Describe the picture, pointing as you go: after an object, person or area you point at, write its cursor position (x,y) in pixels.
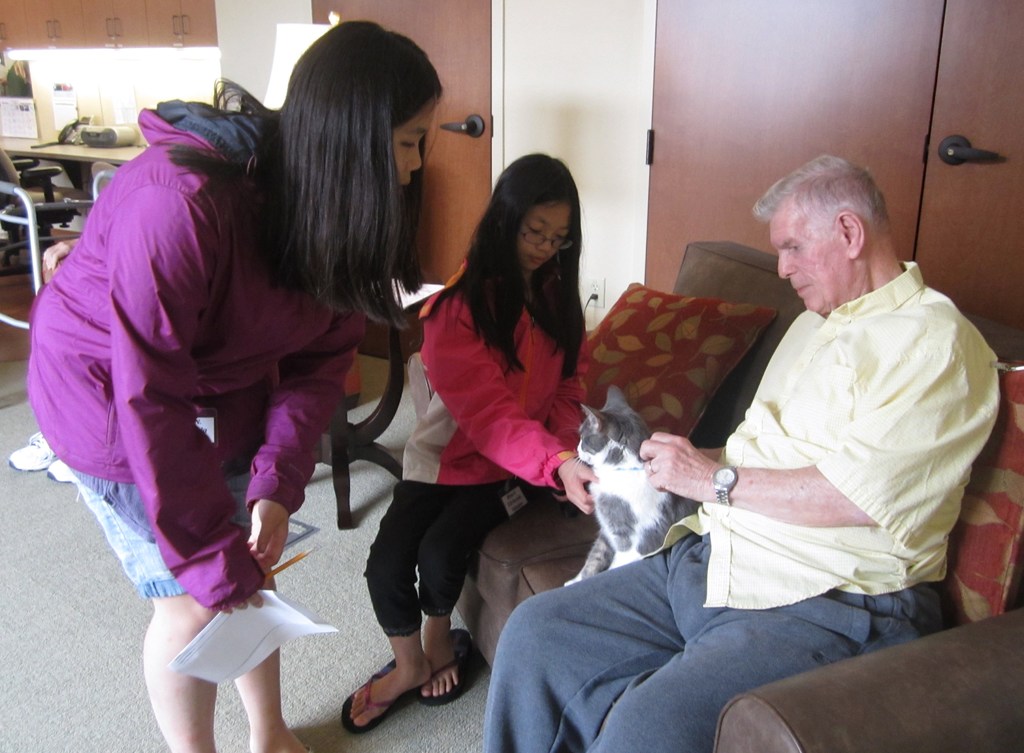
in this image and in this room (130,63) there are three persons (796,345) are there and two persons (692,465) are sitting on the sofa (561,551) and one girl (144,388) is standing on the floor (107,616) and one cat (598,515) is also sitting on the sofa (546,556) behind the person (267,223) table (98,151), stool (28,165) and door (736,121) is also there background (713,181) is indoor.
